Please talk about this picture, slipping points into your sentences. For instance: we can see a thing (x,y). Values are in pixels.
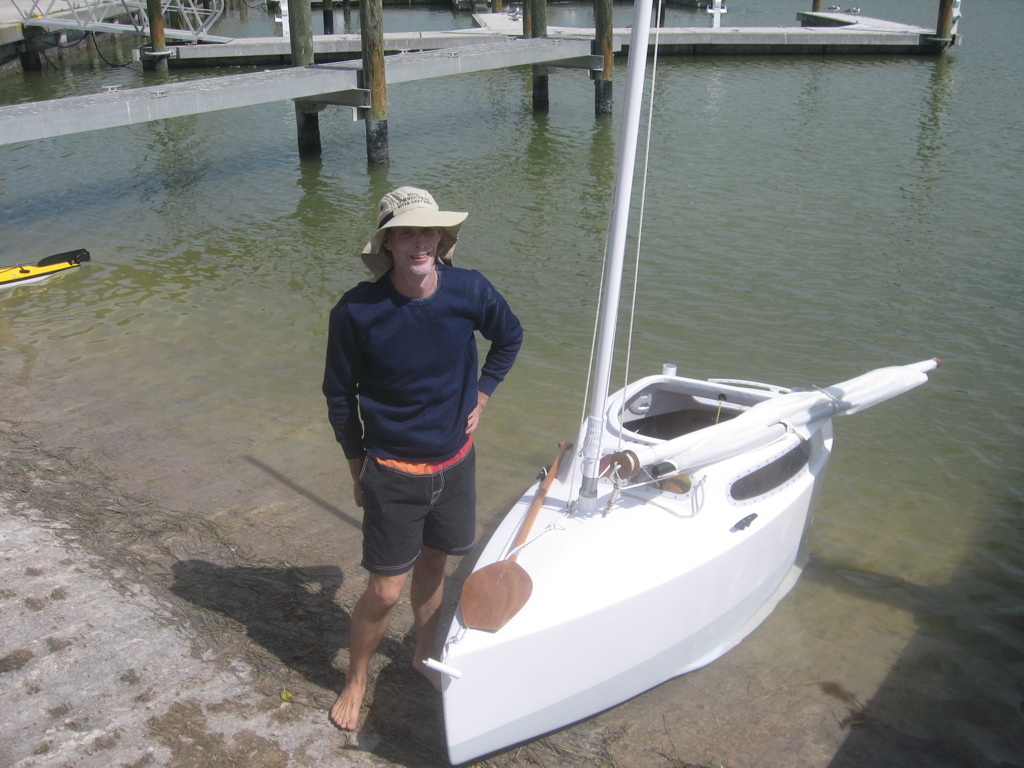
In this image we can see a person (408,326) wearing a cap (405,217). There is a white color boat (724,419). In the background of the image (776,142) there is water (769,81). There are poles (369,1).
